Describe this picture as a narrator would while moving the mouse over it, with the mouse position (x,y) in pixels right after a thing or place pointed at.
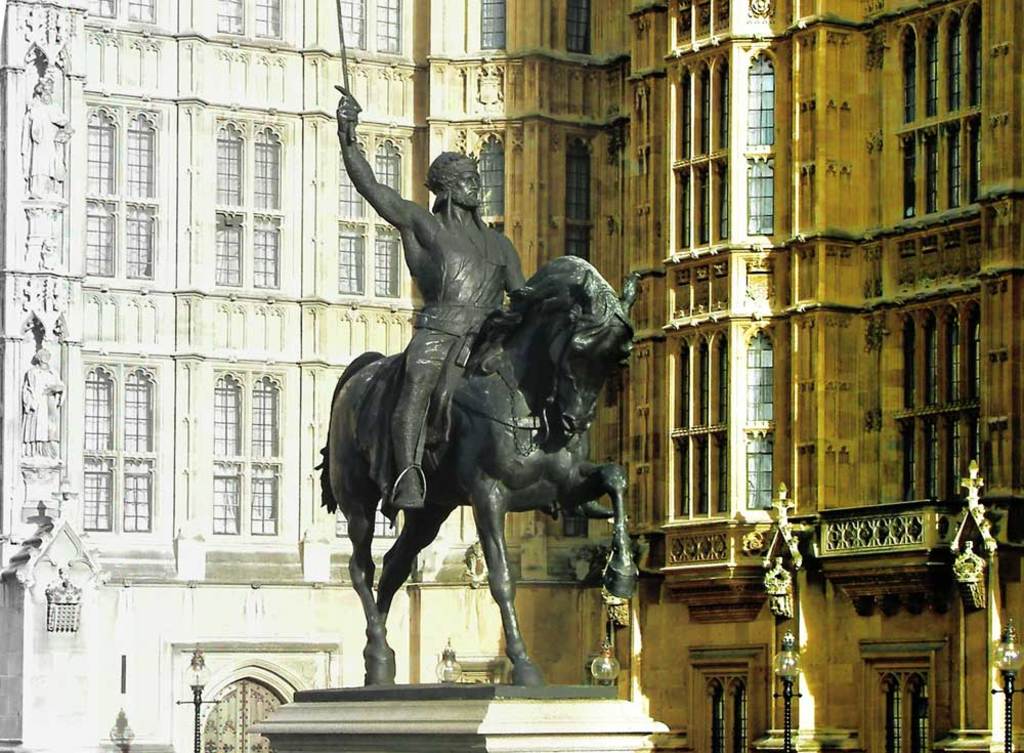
In this picture we can see a statue (376,455). There are a few street lights (792,646) and buildings (409,78) in the background (100,247). We can see windows (147,479) on these buildings (138,479).
